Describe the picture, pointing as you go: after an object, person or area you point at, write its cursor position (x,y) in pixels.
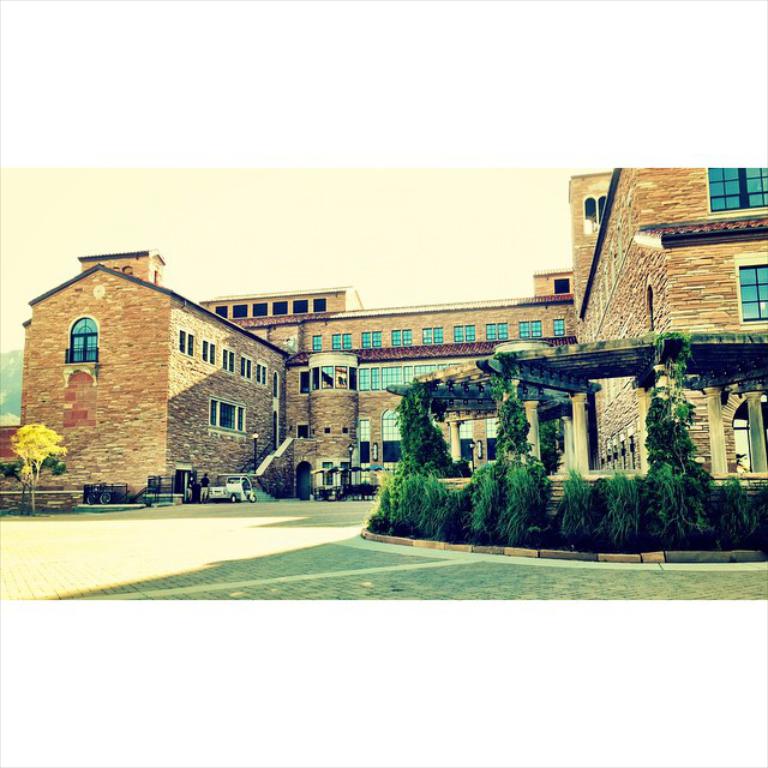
In this image we can see a building (356,361) containing group of windows (90,333) on it. On the right side of the image (515,357) we can see group of plants (481,511). In the background (44,210), we can see the sky (58,206).
